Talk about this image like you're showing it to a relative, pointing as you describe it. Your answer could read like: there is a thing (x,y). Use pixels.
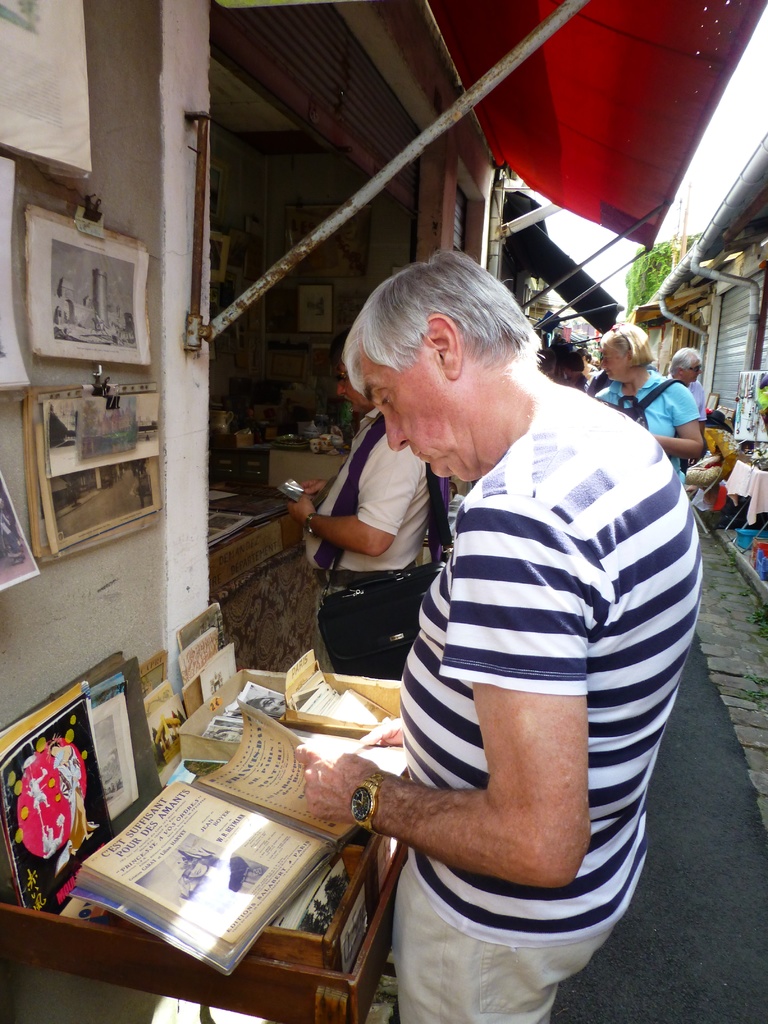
In this picture we can see few persons (494,691), table (277,1010), books (72,687), cloth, shutters (319,14), and objects (749,542). There is a wall (95,67). In the background (612,267) there is sky (728,149).
